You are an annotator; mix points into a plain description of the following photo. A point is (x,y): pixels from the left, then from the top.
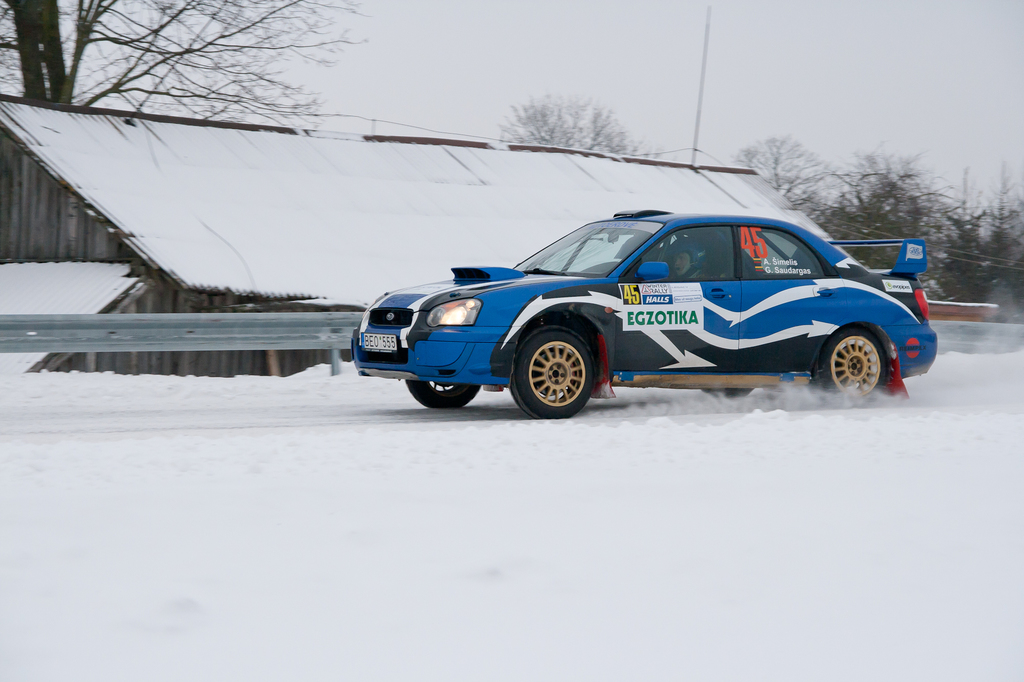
In this image I can see a car (589,238) in the center of the image (651,297) I can see the floor (507,432) is covered with full of snow (678,527). I can see a construction (344,307) covered with snow (237,228). I can see dried trees (865,171) behind. At the top of the image (940,136) I can see the sky (693,68).
